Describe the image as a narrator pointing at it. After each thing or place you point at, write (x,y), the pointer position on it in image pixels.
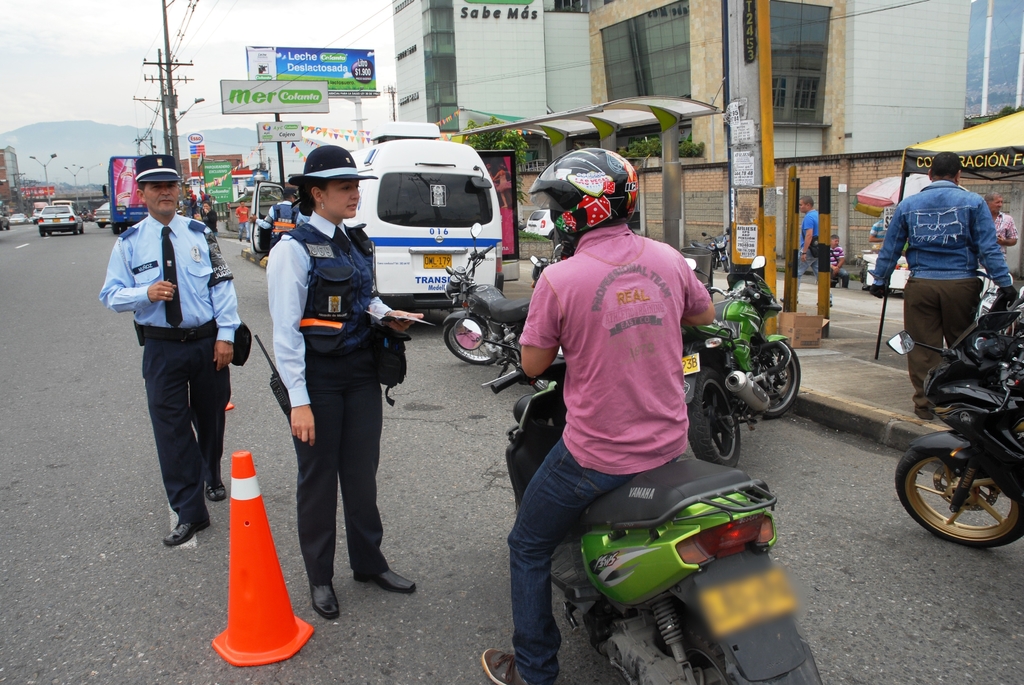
In the middle of the image (641,349) few persons (178,255) are standing. Top right side of the image (921,164) there is a tent (921,164). In the middle of the image (466,232) few vehicles (964,493) are parking beside the road (883,525). Top of the image (117,11) there are some clouds (300,116). In the middle of the image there are some buildings (635,42). In the middle of the image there is a hoarding (303,66). Bottom left side of the image (104,579) there is a road (128,404).
